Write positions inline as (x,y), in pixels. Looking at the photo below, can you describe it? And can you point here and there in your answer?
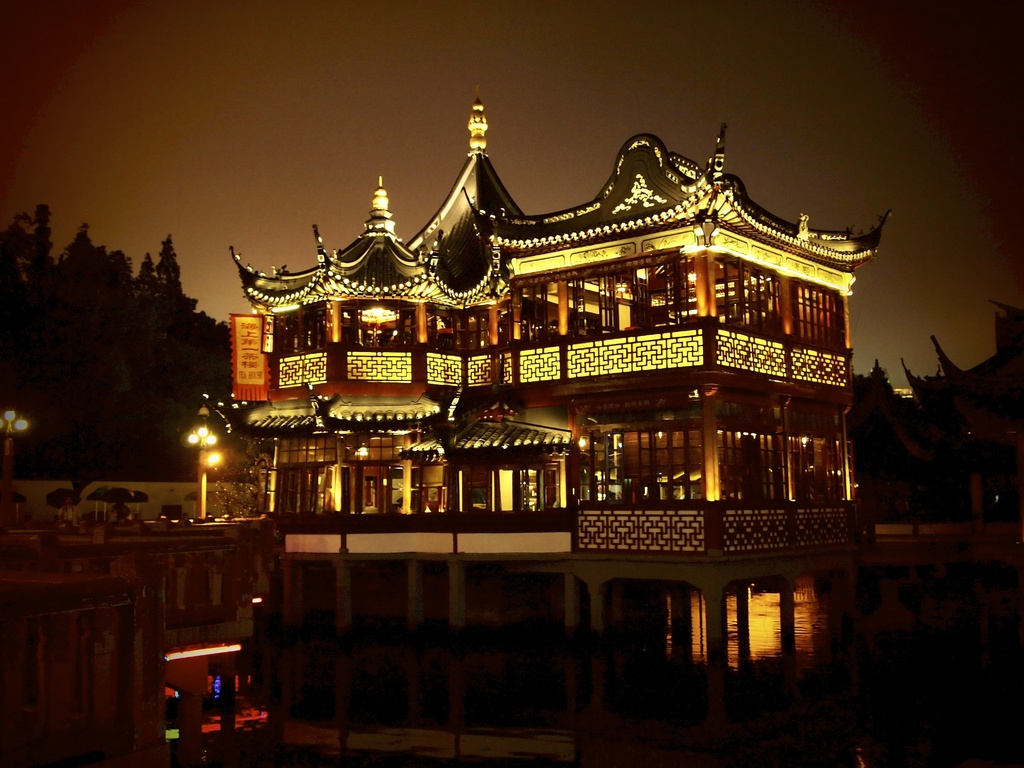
In this image we can see a palace (459,406), sky (158,130), street poles (205,453), street lights (203,419), water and trees (33,221).
